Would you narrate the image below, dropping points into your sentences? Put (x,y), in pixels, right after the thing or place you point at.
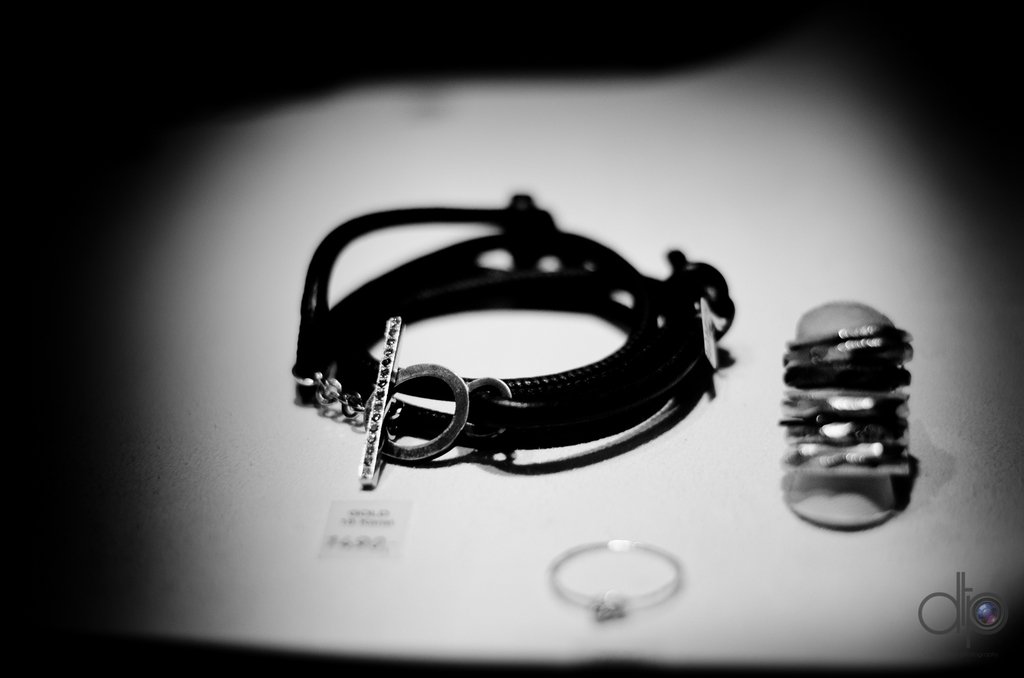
In this image, I can see a bracelet (531,413), finger ring (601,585) and few objects (351,528) on a platform (769,575). There is a dark background (715,46). In the bottom right corner of the image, there is a watermark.
